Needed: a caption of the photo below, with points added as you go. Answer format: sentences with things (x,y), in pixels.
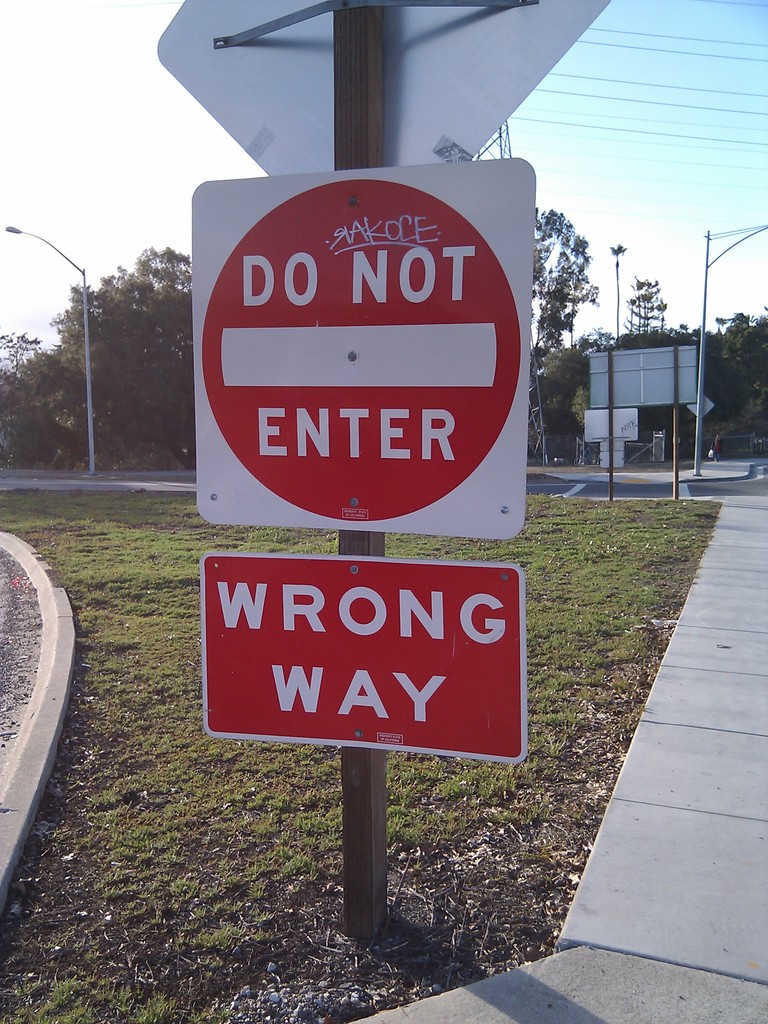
In this image I can see boards (336,735) attached to a pole (377,857). There is grass (144,722), there are trees (184,417), cables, lights (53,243), poles (703,340), boards (635,410) and in the background (751,269) there is sky (571,144).
